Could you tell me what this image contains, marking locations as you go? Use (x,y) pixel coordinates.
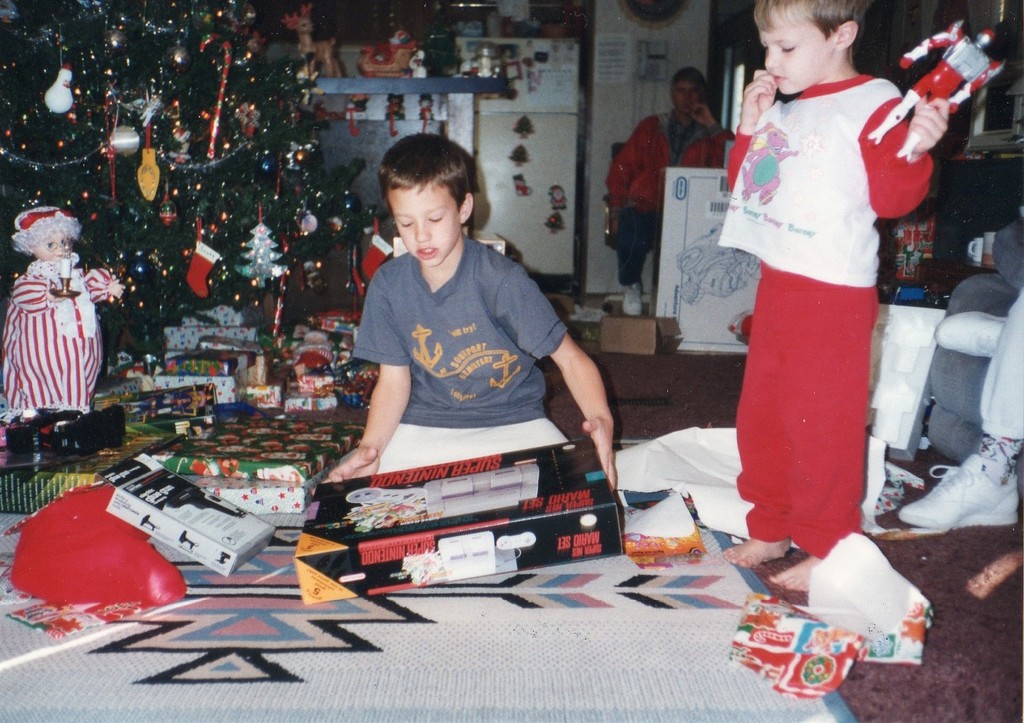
In this image there is a kid (377,404) Unboxing a Christmas gift (405,521), beside him there is another kid (784,366) standing by holding a toy (882,133) in his hand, behind him there is a person (986,379) seated on a sofa (961,393), in the background of the image (86,370) there are a few toys (84,351) and there is a Christmas tree (164,323).
